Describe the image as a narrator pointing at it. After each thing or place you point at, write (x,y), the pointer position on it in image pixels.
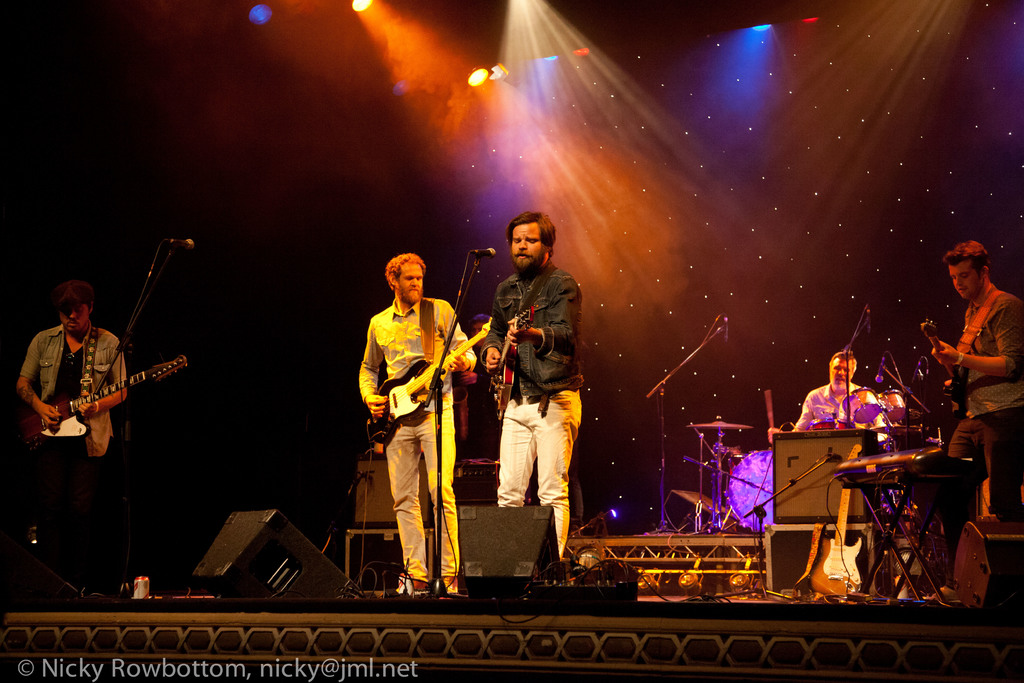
In the image we can see there are people (442,419) who are standing and they are holding guitar (60,415) in their hand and playing drums (757,466) and there are speakers (522,583) on the stage (316,607).
